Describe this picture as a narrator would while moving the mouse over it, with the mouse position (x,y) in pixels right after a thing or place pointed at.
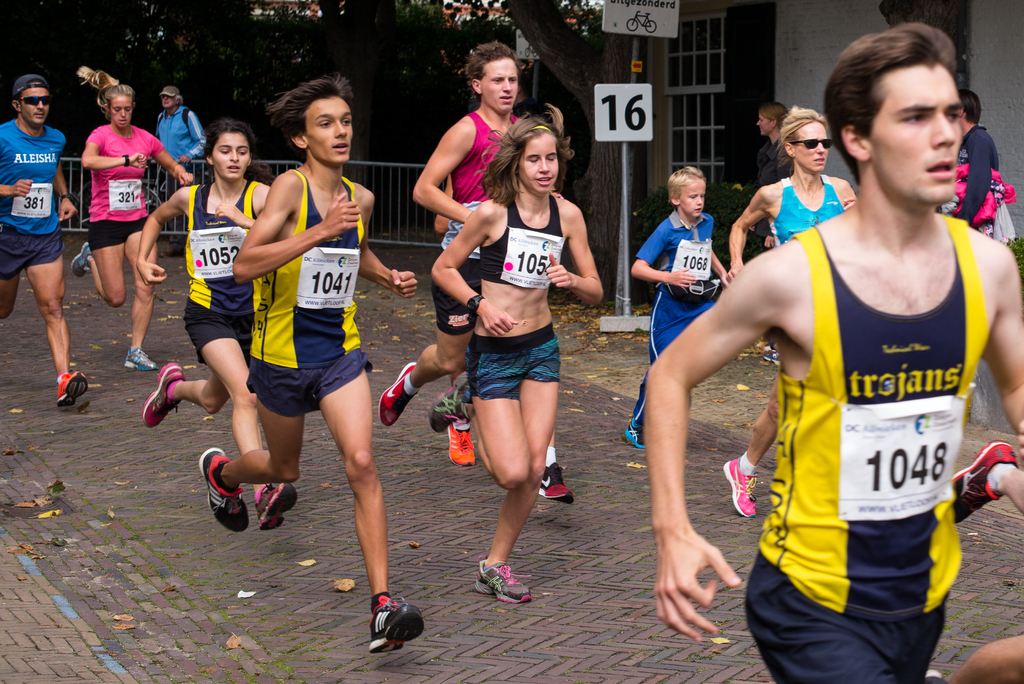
In this image we can see people (450,159) running and we can also see a stand (620,141), fence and trees (455,94).
